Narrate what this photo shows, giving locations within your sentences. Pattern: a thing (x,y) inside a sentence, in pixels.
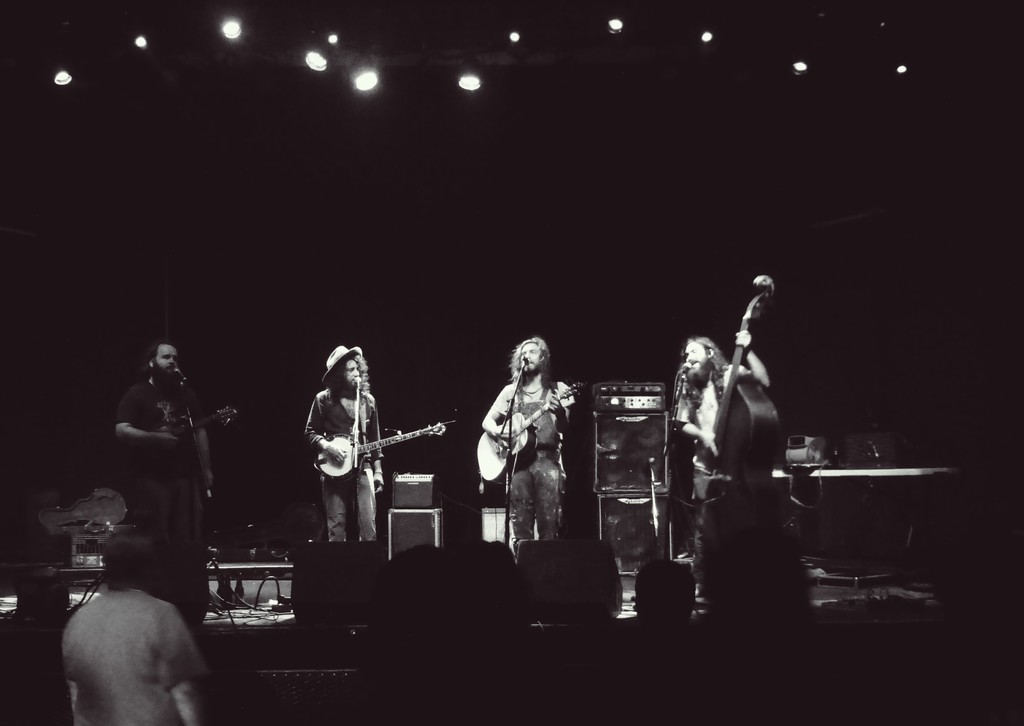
At the top of the picture (611,53) we can see lights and the background (857,302) is very dark. This is a platform (259,568) and on the platform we can see few persons (186,447) standing in front of a mike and playing musical instruments (233,415) and singing. Here we can see one man (188,628).
